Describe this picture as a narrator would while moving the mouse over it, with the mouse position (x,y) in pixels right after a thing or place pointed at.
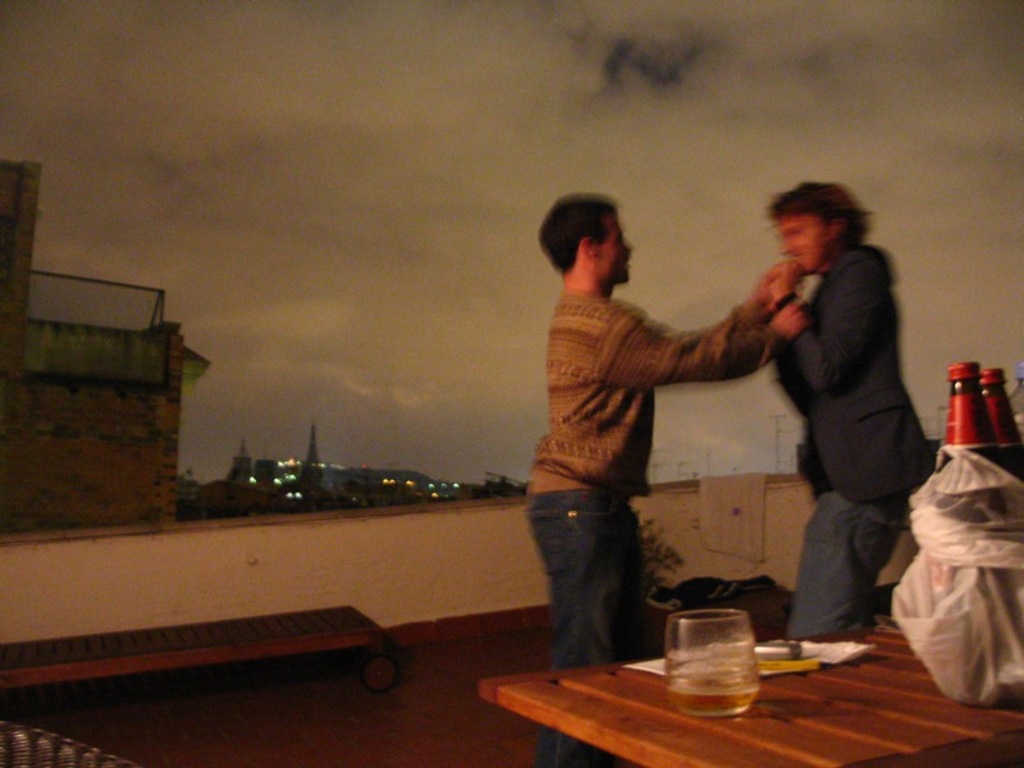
There are two persons (769,350) holding each other and there is a table (903,693) beside them which has wine bottle (971,541) and a glass of wine (736,652) on it and there are buildings (286,467) beside them.
